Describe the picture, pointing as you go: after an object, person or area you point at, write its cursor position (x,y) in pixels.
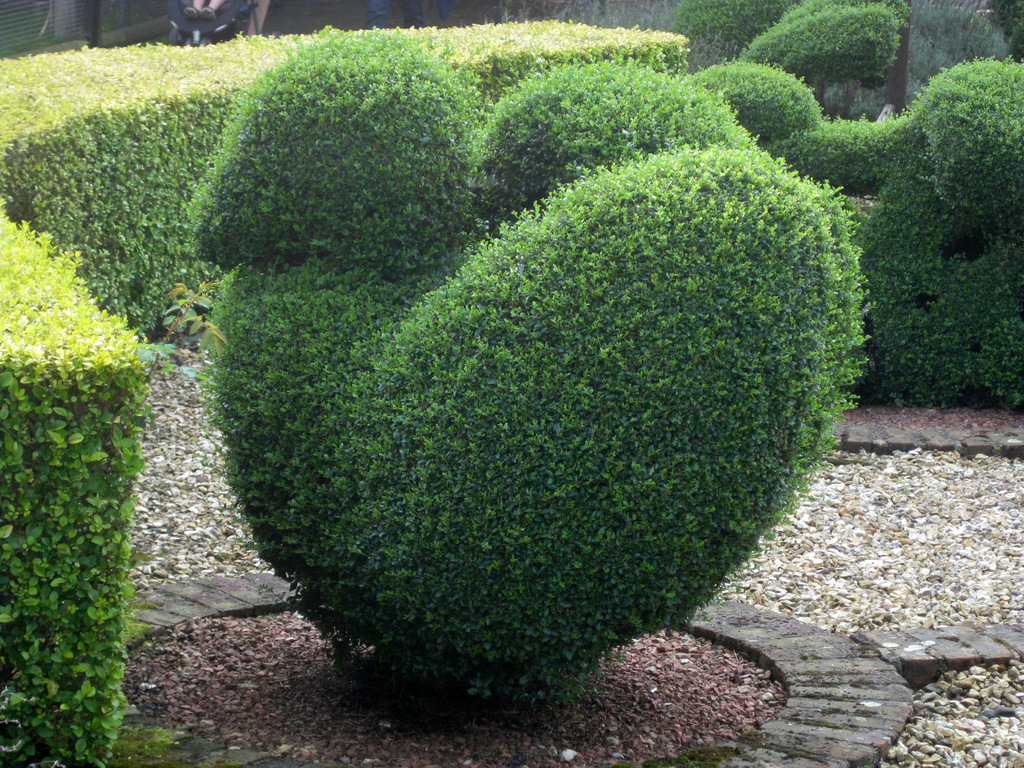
In this image there are some plants (613,199), and at the bottom (275,600) there are some stones (838,545) and sand (254,676). And in the background (252,29) there are some objects (45,16).
